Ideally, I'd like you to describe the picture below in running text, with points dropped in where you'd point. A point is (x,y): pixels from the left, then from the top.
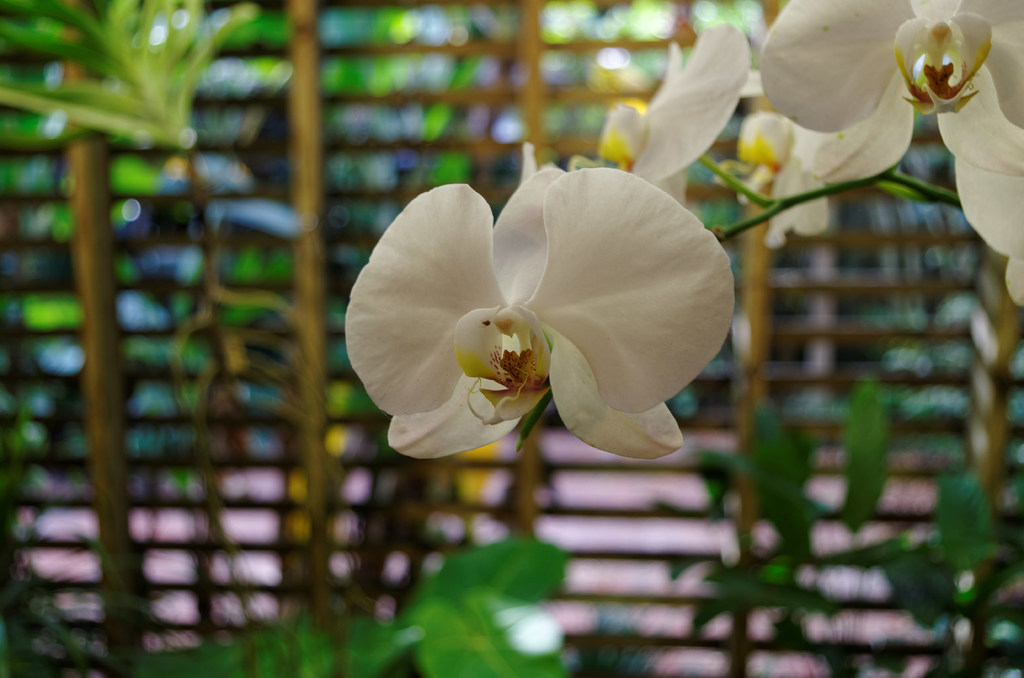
In this image we can see some flowers (532,261) which are of white color and the background (105,372) is blurry.
